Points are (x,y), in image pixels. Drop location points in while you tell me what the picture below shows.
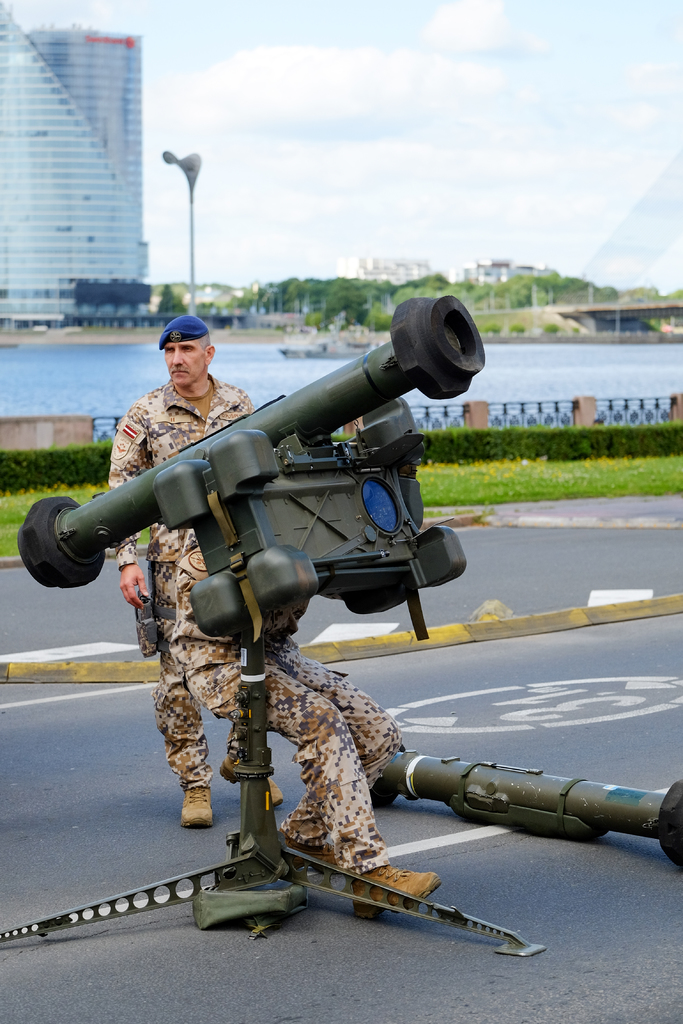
In the center of the image (233,657) we can see person (172,572) standing with weapon (251,721) on the road (435,816). In the background (69,354) we can see water (561,370), ship (328,343), buildings (20,65), trees (343,290), bridge (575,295), sky (546,79) and clouds (229,114).
